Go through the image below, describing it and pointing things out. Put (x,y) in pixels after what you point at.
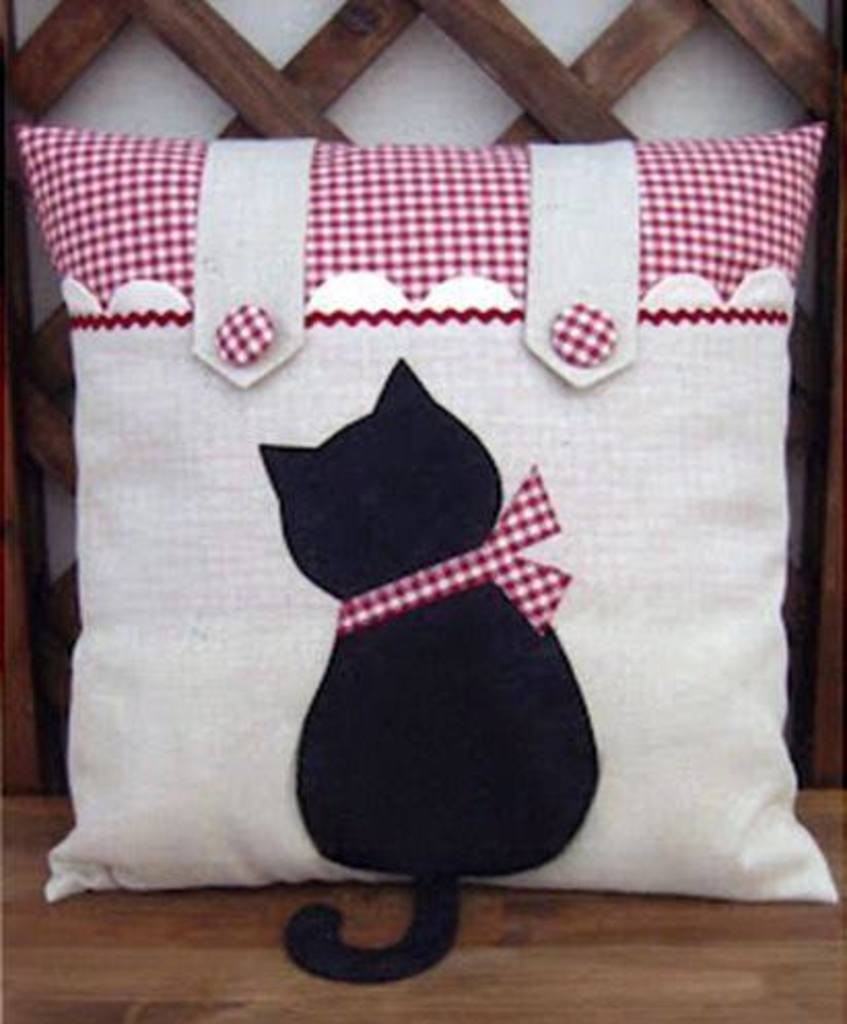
In this image, we can see a pillow (320,968) with an image (320,968) is on the surface (19,830). In the background (157,111), we can see the wall (190,95) with some wood (121,22).
